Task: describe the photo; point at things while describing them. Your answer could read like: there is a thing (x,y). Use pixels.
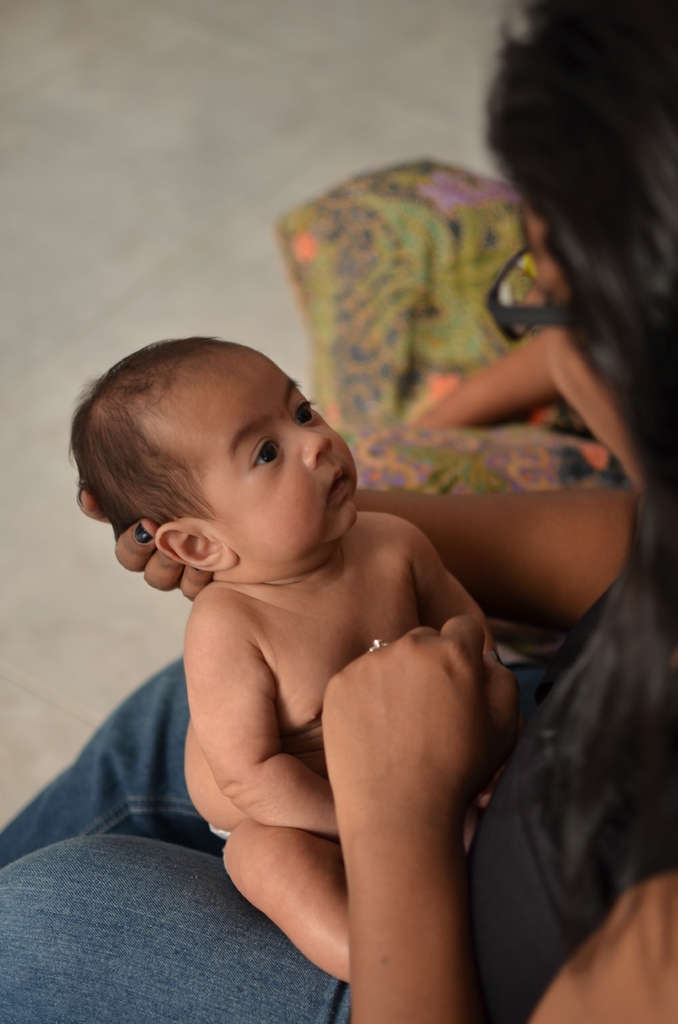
In this picture there is a woman (34,911) sitting and holding the baby (281,877) and there is a person (523,396) sitting. At the top (171,55) there is a floor (82,293).
